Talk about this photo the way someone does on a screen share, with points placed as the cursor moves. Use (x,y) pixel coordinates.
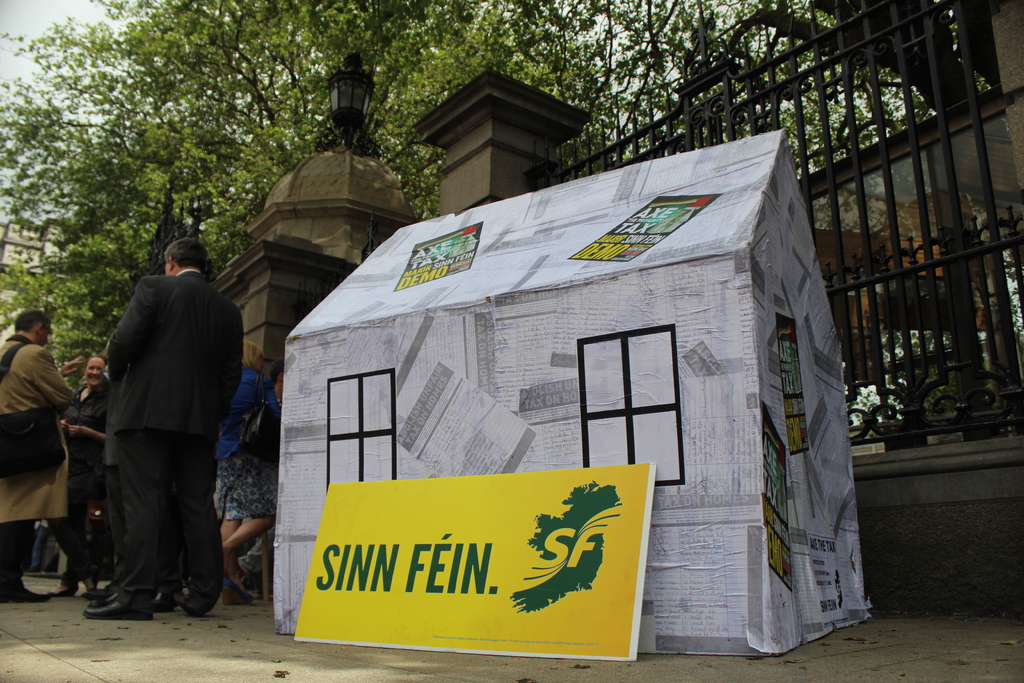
In the middle of the image (364,320) we can see a tent (749,393) placed on the floor (840,638) and an advertisement board (528,575) placed to it. Beside the tent (405,474) we can see a crowd (151,415) standing on the floor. In the background (898,227) we can see an iron grill (887,159), pillars (486,124), street lights (360,119), trees (305,122) and sky (7,146).
